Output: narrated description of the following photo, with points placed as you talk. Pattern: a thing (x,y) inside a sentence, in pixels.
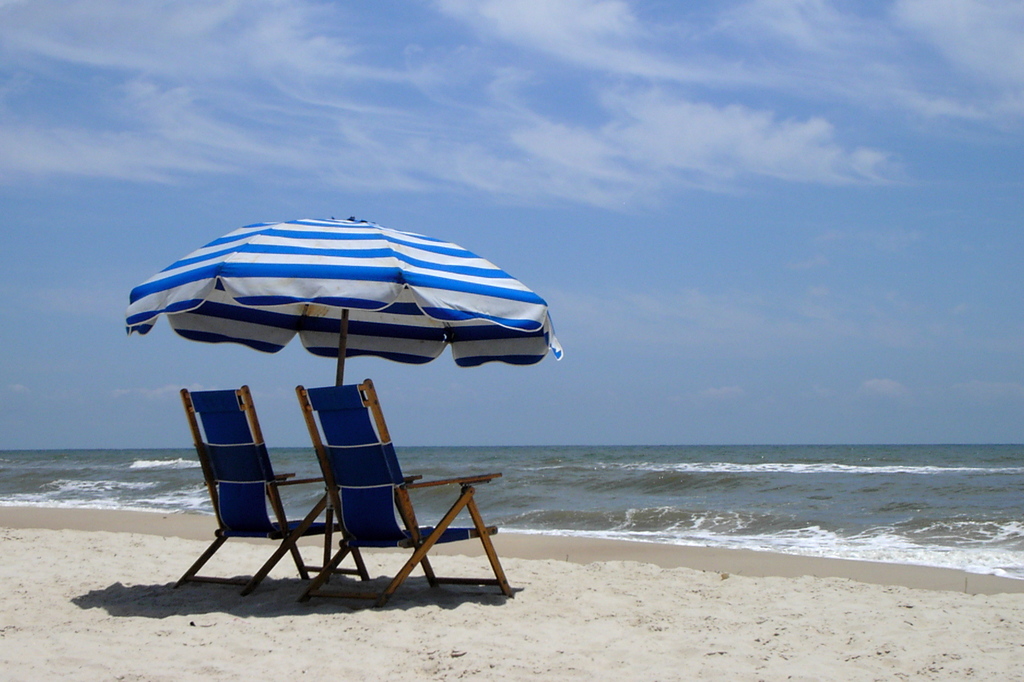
This picture might be taken on the sea shore (823,587). In this image, in the middle (361,442), we can see two chairs (336,438) which are placed under the umbrella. In the background (187,475), we can see water (853,511) in a ocean (854,548). On the top (677,107), we can see a sky (653,177), at the bottom (527,630) there is a sand (458,565).
